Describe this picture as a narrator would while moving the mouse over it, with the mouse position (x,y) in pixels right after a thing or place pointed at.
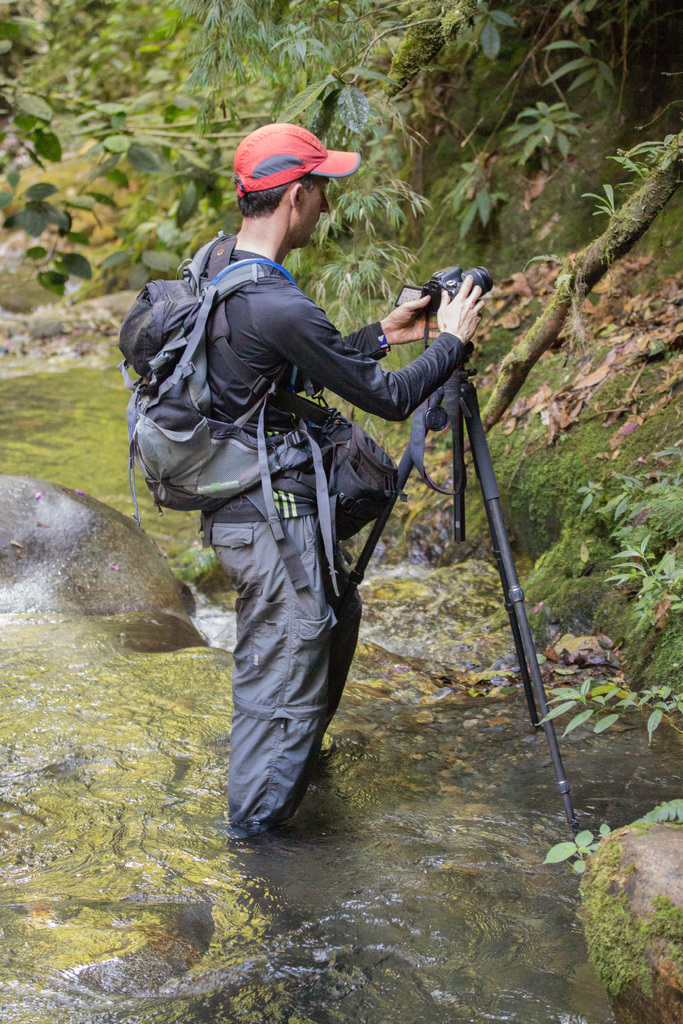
In this image I can see in the middle (256,495) a man (260,618) is standing in the water (332,727) and shooting with a camera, he wore t-shirt (314,360), trouser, bag (268,489) and a red color cap (264,188). At the bottom (175,788) water (175,792) is flowing, at the top (363,67) there are trees (488,30).
